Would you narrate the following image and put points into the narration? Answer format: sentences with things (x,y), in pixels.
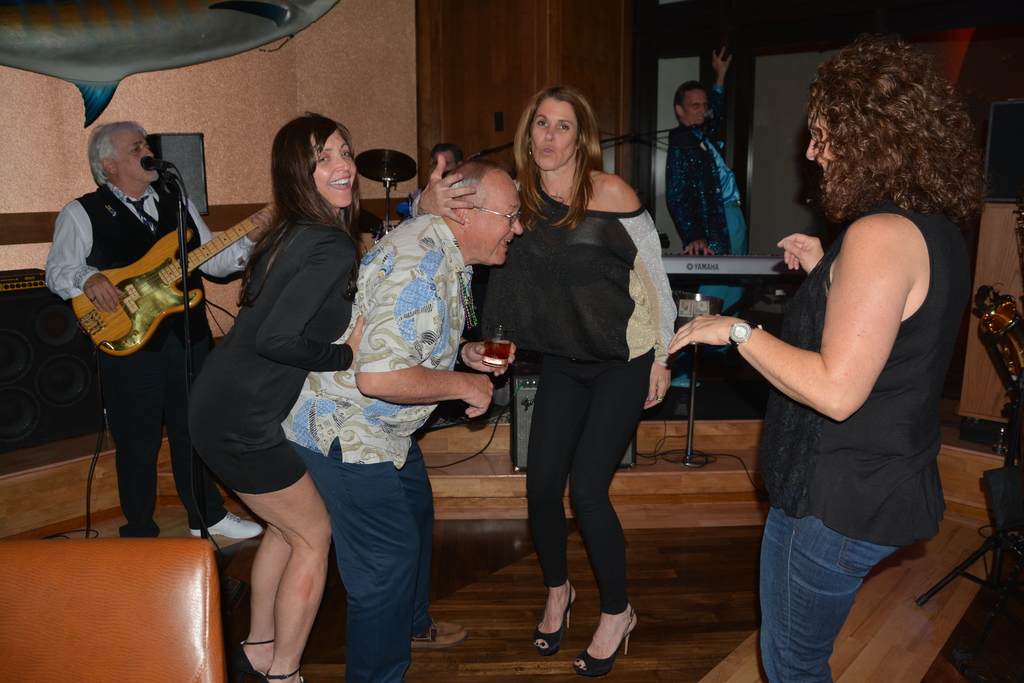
It is a closed room (926,9) where people (611,334) are standing and at the left corner of the picture (157,374) one person (102,240) is playing a guitar (159,323) in front of the microphone (174,169), behind him there is a wall (207,120) and at the right corner of the picture (842,531) one lady (835,382) is in black dress (871,396), behind her there is one person (741,219) in blue dress (738,226) playing keyboard (698,273). In the center of the picture (390,409) one man (366,472) is standing and holding a glass (497,347).
